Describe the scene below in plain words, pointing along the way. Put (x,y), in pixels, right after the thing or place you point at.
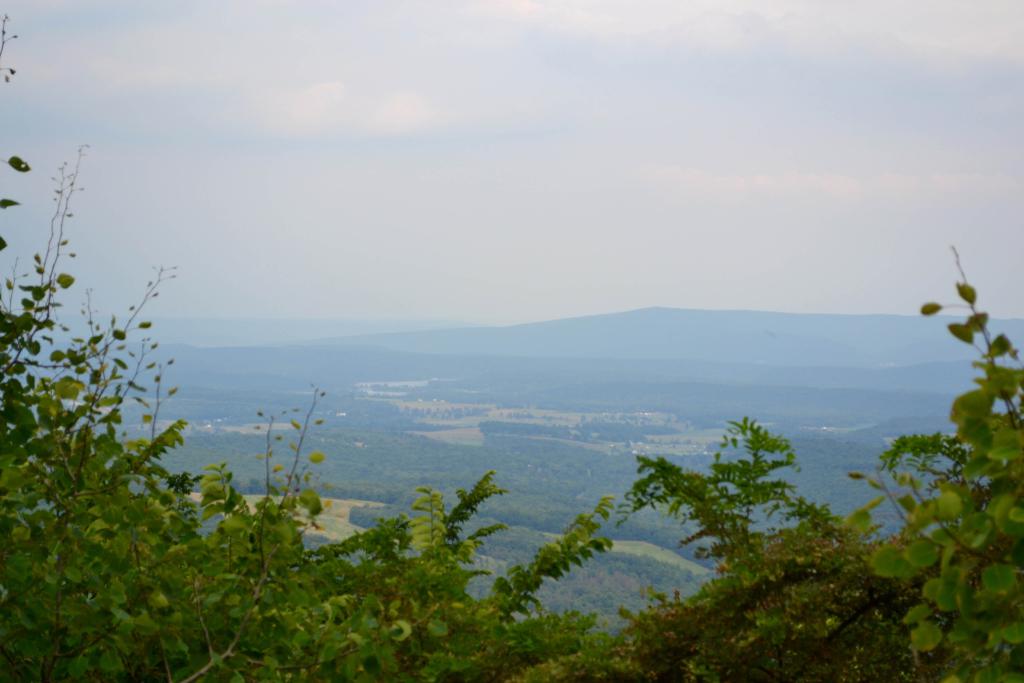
In this image, we can see some green color plants (1019,522) and trees (275,580), at the top (766,125) there is a sky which is cloudy and in white color.
